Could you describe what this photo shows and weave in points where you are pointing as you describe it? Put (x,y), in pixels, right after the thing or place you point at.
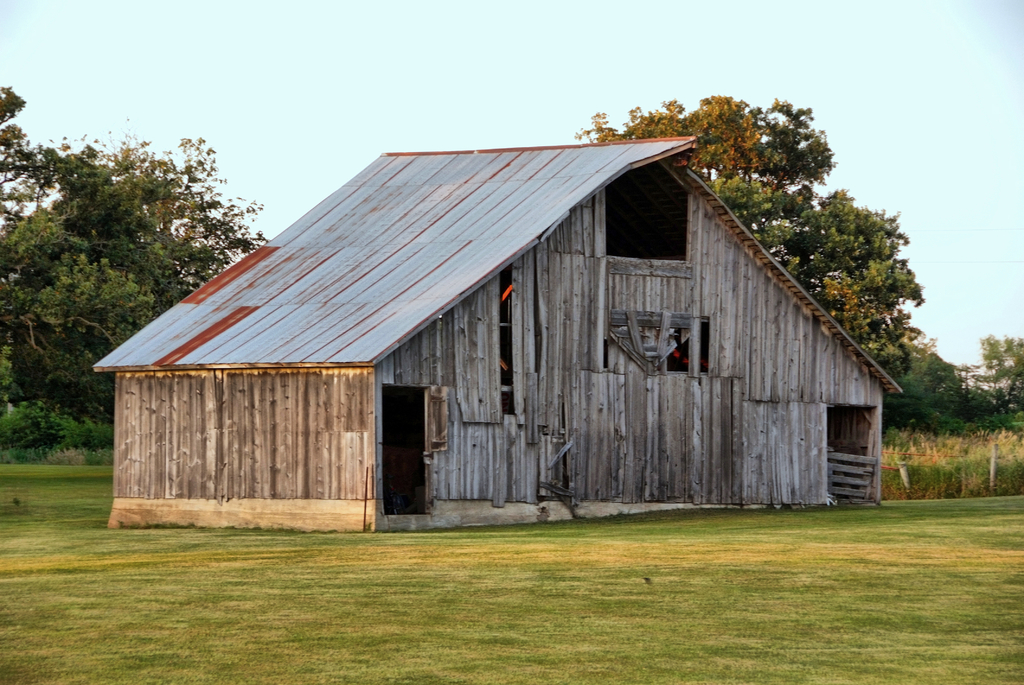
In this image we can see the lawn (329,646), wooden house (330,510), trees (10,298) and the sky (602,110) in the background (439,102).
